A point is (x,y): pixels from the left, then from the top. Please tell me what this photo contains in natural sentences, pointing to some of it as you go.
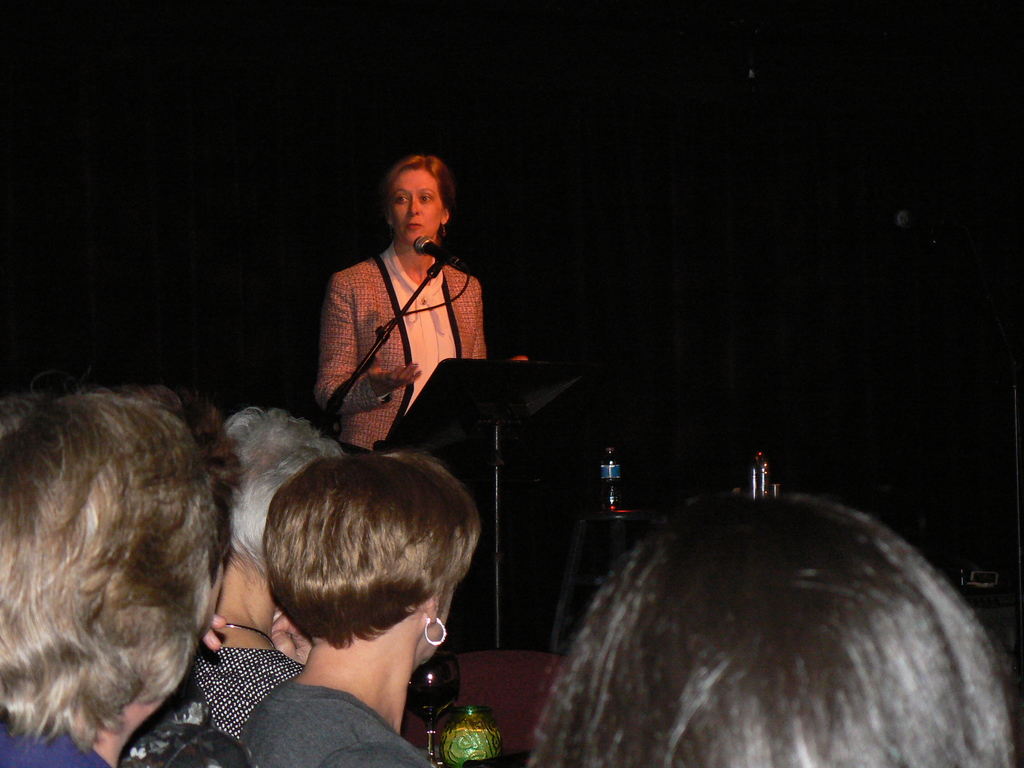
In this image, there are a few people (445,357). We can see a stand (482,426), a microphone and some objects (759,485) like bottles (613,496) and a glass (453,677). We can also see the dark background (680,276).
